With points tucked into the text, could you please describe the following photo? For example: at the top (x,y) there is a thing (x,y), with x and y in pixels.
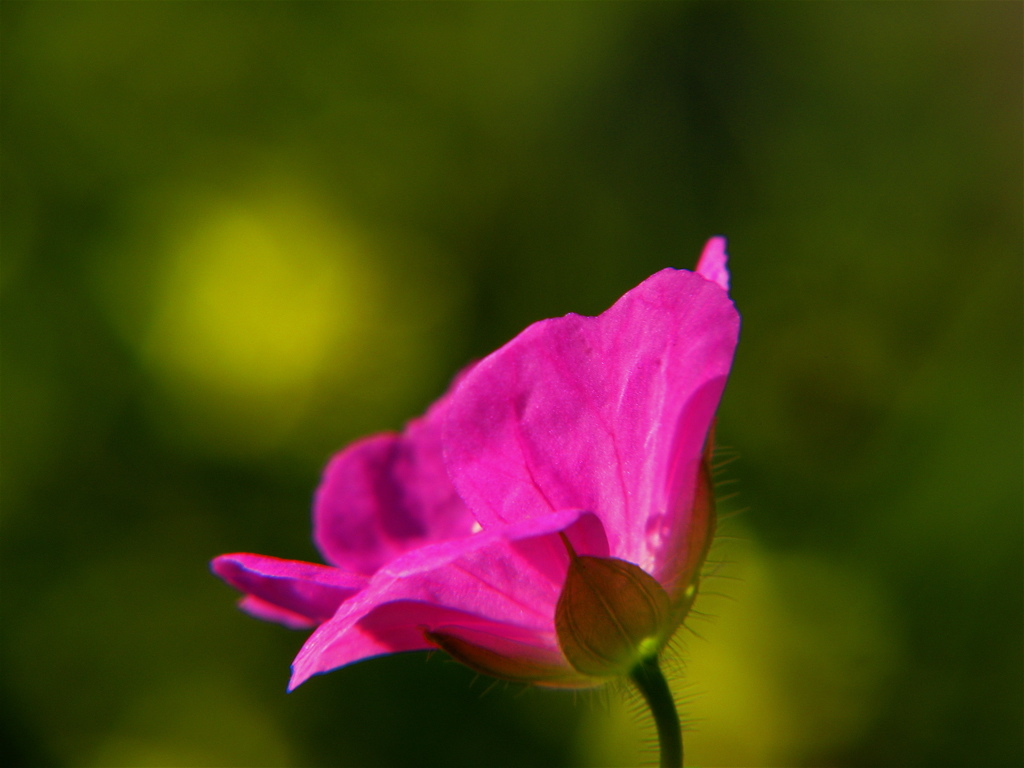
In this image there is a flower (637,636), in the background (357,692) it is blurred.
